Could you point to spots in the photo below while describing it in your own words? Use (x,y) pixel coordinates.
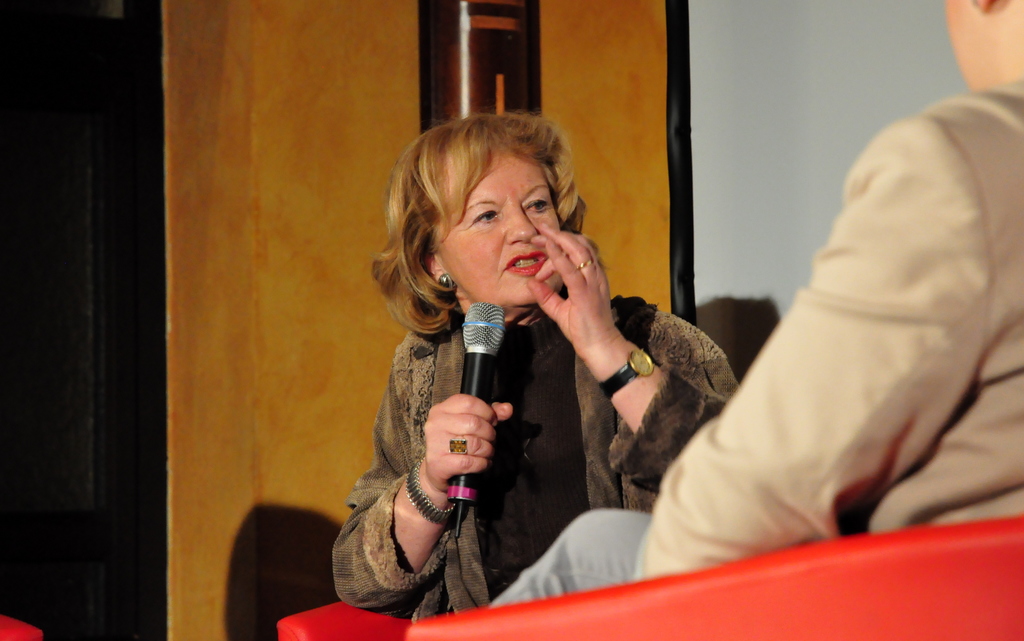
There is a woman (483,255) in the picture, sitting in a chair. She is holding a mic (476,384) in her hand (472,412) and she is speaking to someone (823,396). And there is a man (753,531) sitting in the front of the woman (665,387). In the background (330,216) there is a wall (275,194).
